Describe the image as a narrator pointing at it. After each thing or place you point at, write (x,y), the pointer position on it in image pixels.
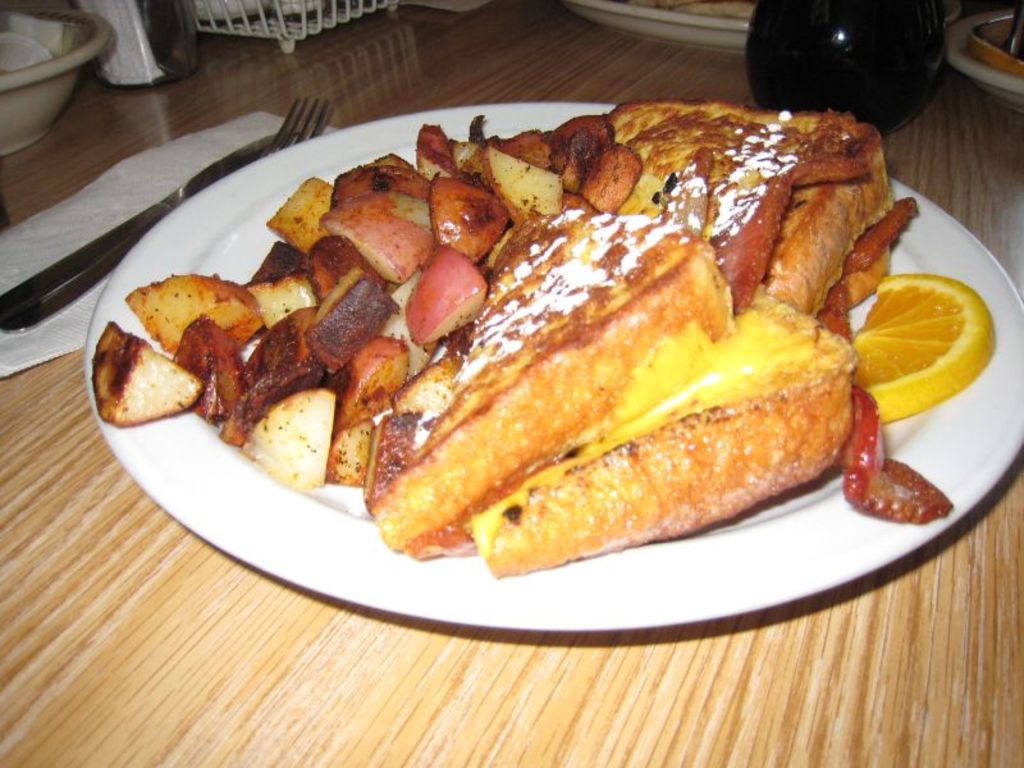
In this picture we can see a plate (268,536) with food items (381,237) on it, fork (286,142), knife (61,272), tissue paper (65,248), bowl (68,99) and some objects (933,5) and these all are placed on a table (748,730).
